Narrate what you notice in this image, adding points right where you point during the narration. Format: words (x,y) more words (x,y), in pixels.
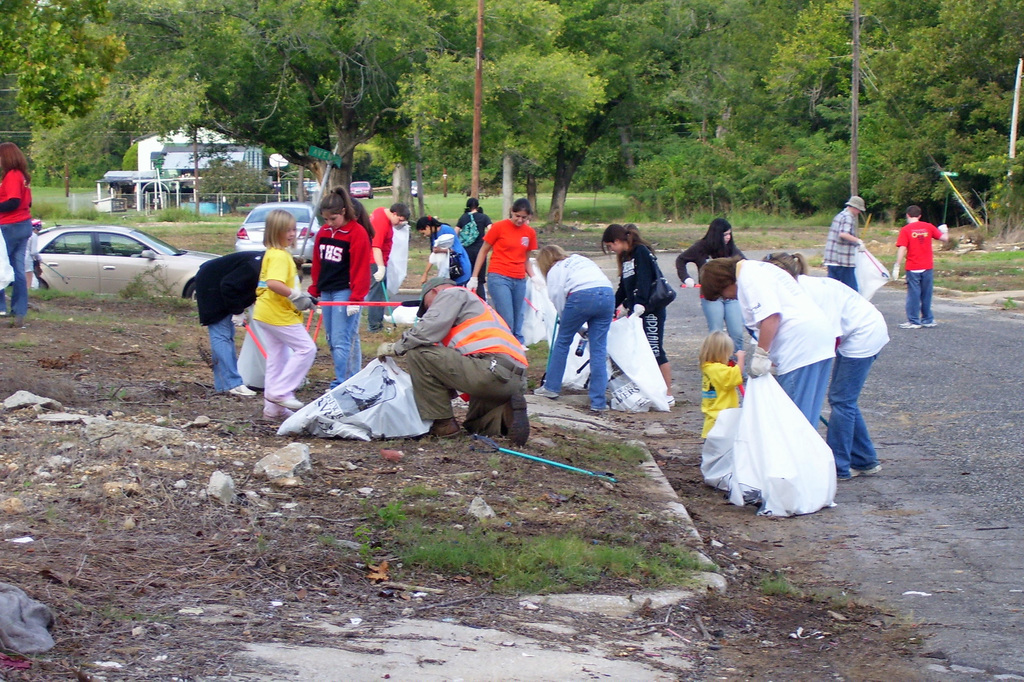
In this image I can see few persons (740,355). Some of them are holding bags (368,421). I can see few cars (45,255). In the background (331,140) I can see trees (624,88). I can see a building (219,149).
